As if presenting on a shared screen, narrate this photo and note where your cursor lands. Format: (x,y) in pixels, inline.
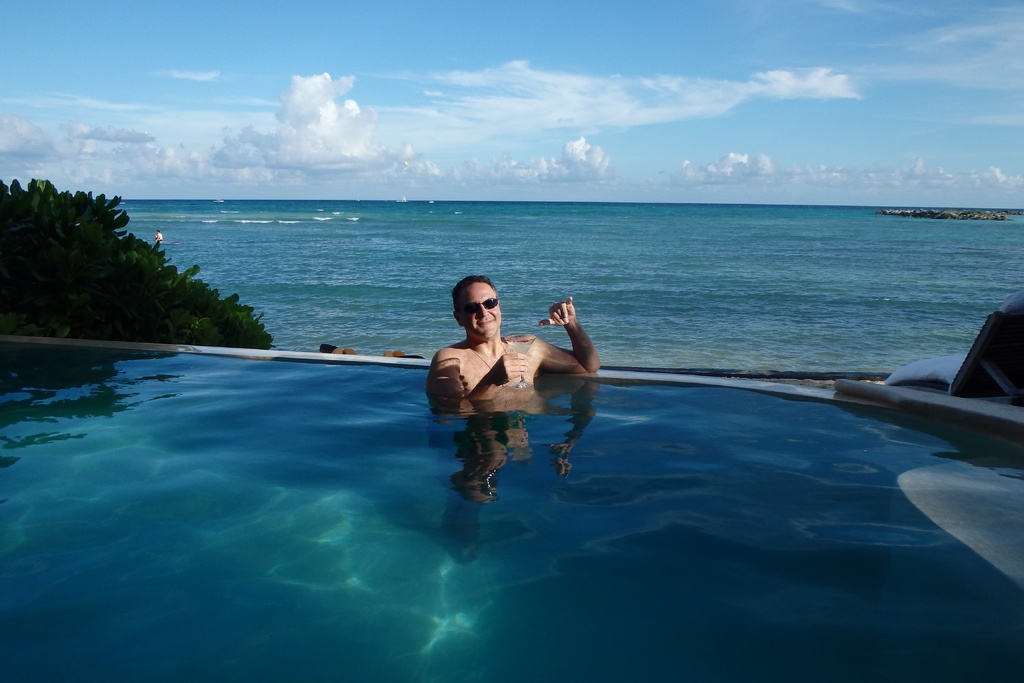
In this picture we can observe a man (472,365) wearing spectacles (485,309). He is smiling, standing in the swimming pool (429,489). On the left side (182,330) there is a tree (91,324). In the background (182,264) there is an ocean (563,264) and a sky (356,129) with some clouds (310,124).
